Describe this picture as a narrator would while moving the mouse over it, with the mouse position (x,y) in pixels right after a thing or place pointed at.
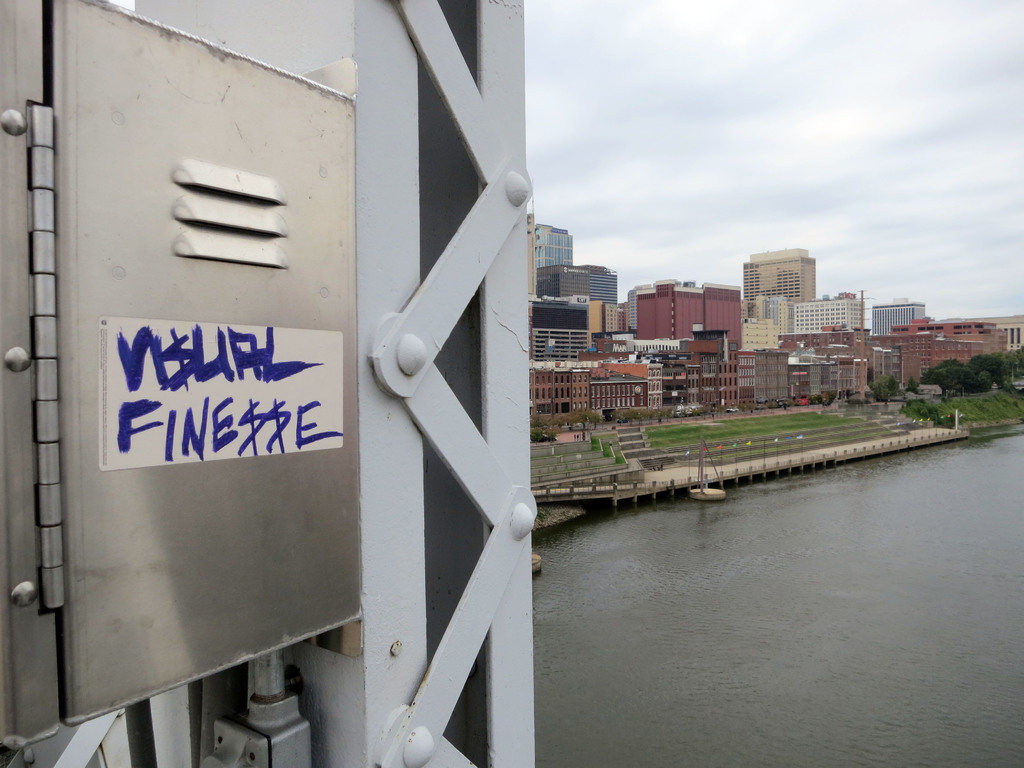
This looks like a tower (460,446), which is fixed with the bolts (410,362). I think this is a steel board (182,516) with the letters (297,429) on it. Here is the water (691,539). I can see the buildings (804,365) and trees (974,361). This is the sky (757,157).
